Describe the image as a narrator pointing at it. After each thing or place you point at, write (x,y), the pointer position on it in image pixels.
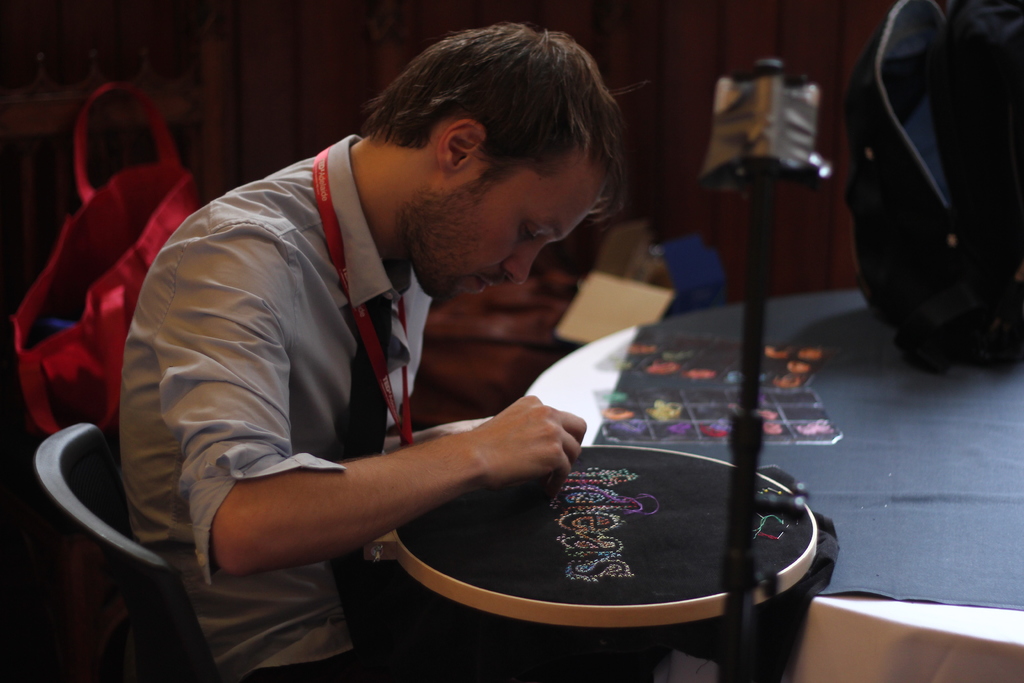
In this image we can see a person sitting on the chair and stitching, also we can see a table (878,466), on the table (904,444), we can see the cloth (901,443) and a bag (937,335), there is a red color bag (146,98) and some other objects (724,170), in the background (134,118), it looks like the wall (561,4).
